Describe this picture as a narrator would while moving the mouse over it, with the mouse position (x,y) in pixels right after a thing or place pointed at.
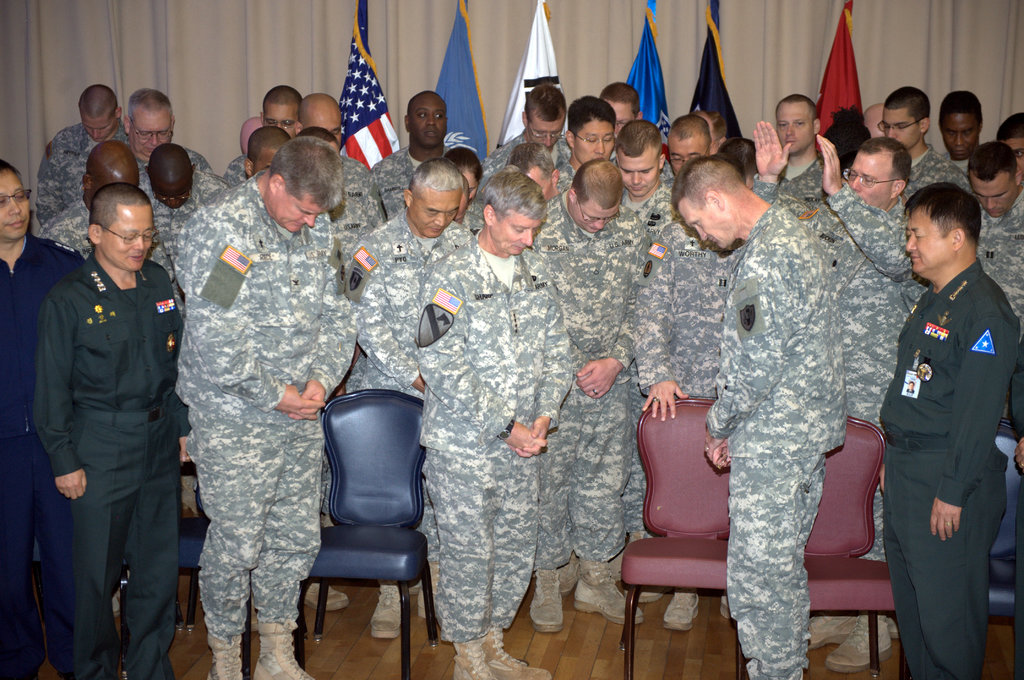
These group of people (459,250) are standing, in-between of them there are chairs (411,515) in red and blue color. Most of the persons (603,290) wore military dress (448,282). Backside there are flags (528,64).
